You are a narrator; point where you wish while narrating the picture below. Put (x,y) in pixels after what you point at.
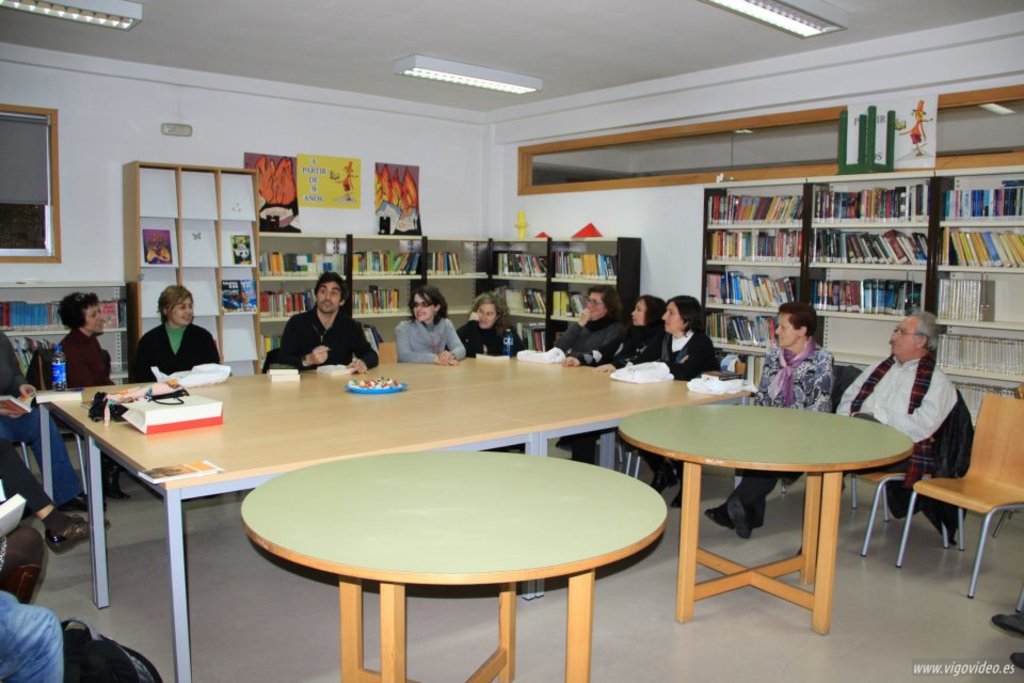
In this image, there are group of people (79,321) sitting on the chair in front of the table (335,412) on which books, bottle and so on kept. In the background (557,242), there are cupboards (885,266), in which books (836,242) are kept. The roof top (271,39) is white in color on which lights (492,73) are mounted. The background walls (387,105) are white in color. And a window (1,180) is visible at the left (35,205). This image is taken inside a room (782,116).
